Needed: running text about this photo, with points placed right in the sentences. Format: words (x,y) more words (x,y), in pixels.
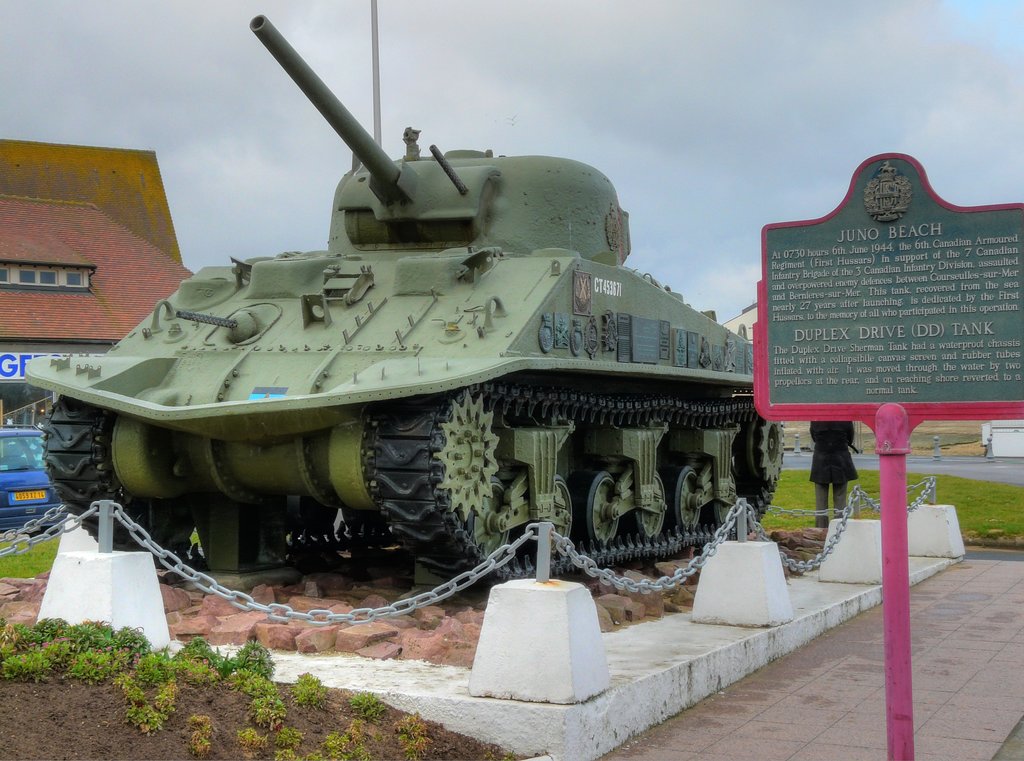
In this image, we can see a military tank (505,325). At the bottom (407,637), we can see bricks (210,603), rods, chains (158,558), plants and walkway (868,642). On the right side (862,367), we can see a pole (901,498) with board (888,278). On the left side of the image (22,519), we can see vehicle (26,458) and house (36,308). Here we can see grass (972,525), person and road (931,469). Top of the image (764,110), there is the sky (669,95).
